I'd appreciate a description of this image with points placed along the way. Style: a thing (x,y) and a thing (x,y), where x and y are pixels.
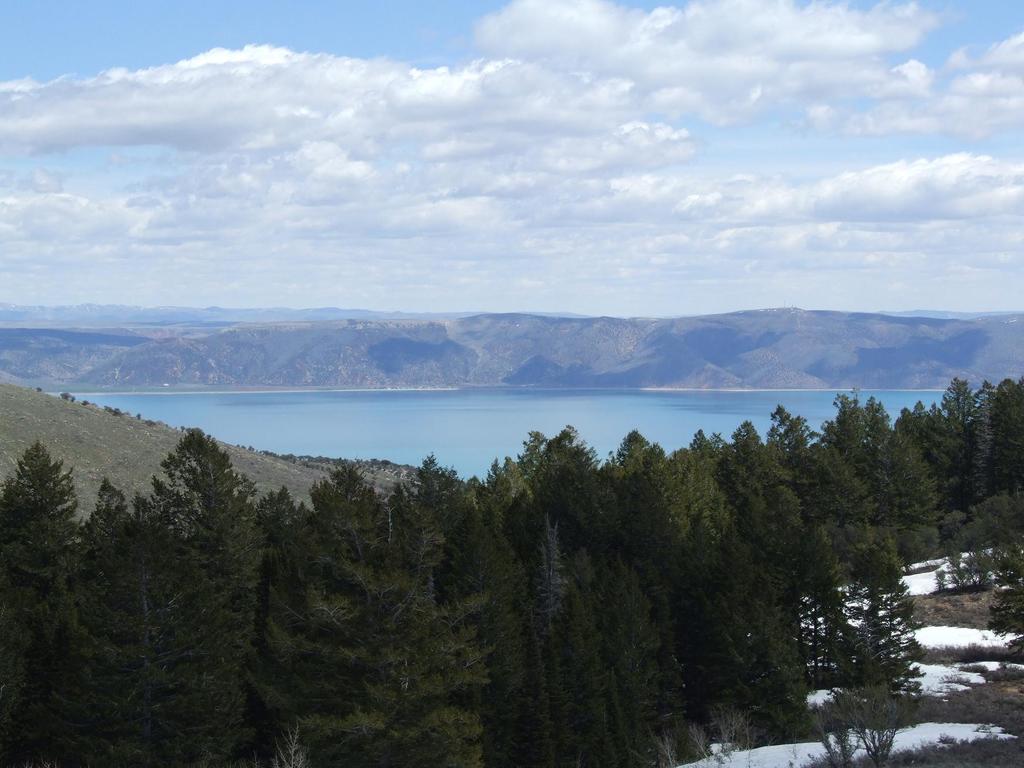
In this image I can see at the bottom (584,629) there are trees (889,689), in the middle (532,403) it looks like there is water (453,410). At the top (655,188) there is the sky (522,217).
